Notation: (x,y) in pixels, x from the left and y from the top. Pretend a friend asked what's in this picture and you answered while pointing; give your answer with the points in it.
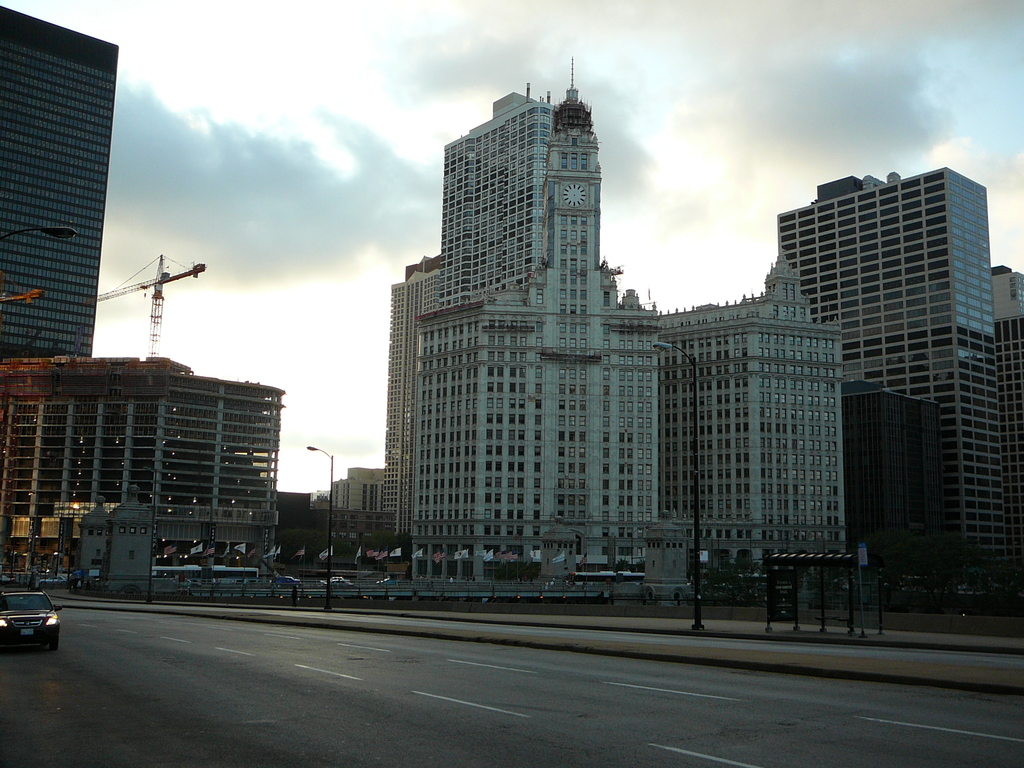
In this image there are buildings (508,508) and poles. We can see a crane (159,332). There are vehicles (24,603) on the road (499,740). We can see flags (174,553). In the background (282,206) there is sky (649,88).
